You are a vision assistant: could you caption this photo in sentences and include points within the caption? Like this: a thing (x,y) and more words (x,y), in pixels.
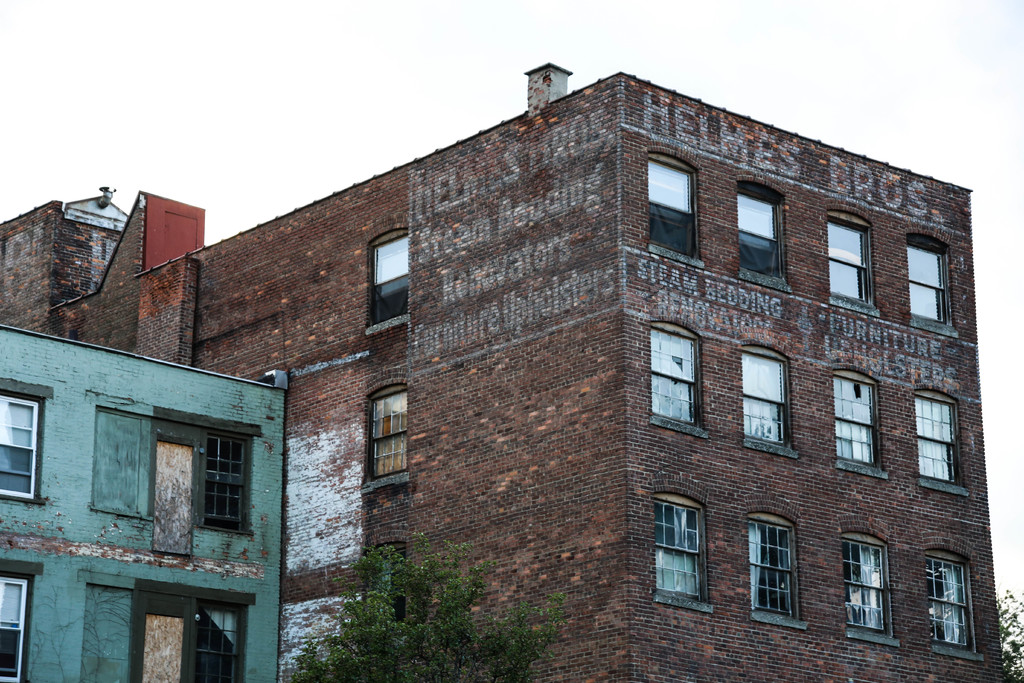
In this image in the center (525,433) there are buildings (537,440) and in the front (404,621) there is a tree (417,616). On the wall (619,269) of the building (641,281) there is some text (588,192) written and the sky (813,81) is cloudy.
